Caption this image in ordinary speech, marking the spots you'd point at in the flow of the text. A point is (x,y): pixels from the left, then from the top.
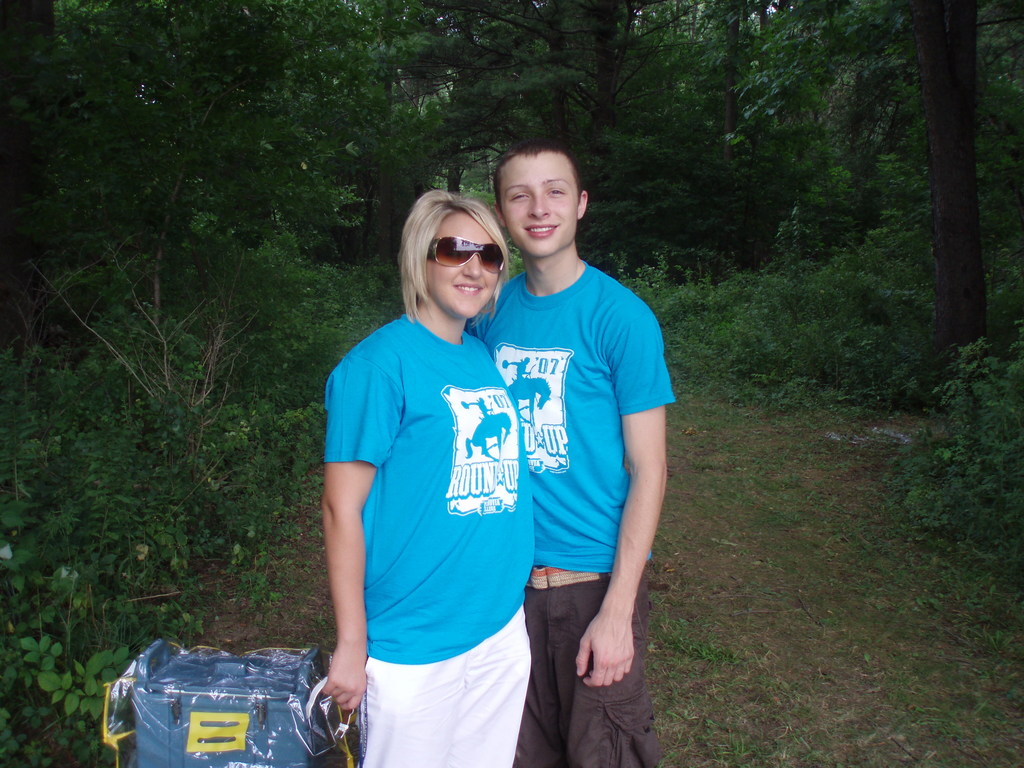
In the picture we can see a woman (501,651) and a boy (623,652) are standing on the grass surface (687,652), and they are in blue T-shirts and smiling and the woman (458,659) is holding a bag (218,765) which is on the grass surface (707,652) and behind them we can see plants (110,555) and trees (656,125).
